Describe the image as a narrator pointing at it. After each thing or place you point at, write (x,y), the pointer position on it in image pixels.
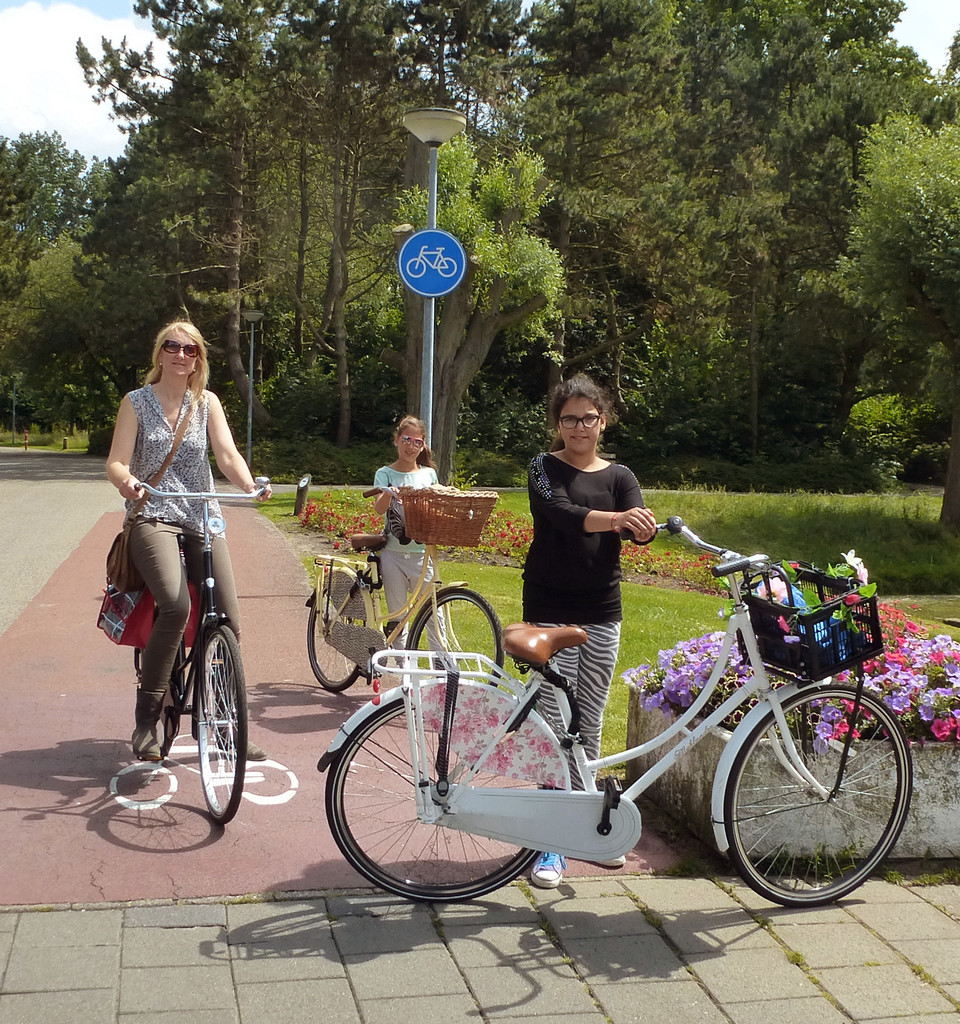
This picture shows that there are three girls (549,586) who are holding the cycle (446,617) and posing for a picture. They are on the sidewalk (162,945). At the background (320,402) there is a cycle symbol board (429,270), trees (303,206) and garden (675,583) which have flowers (682,650) in it. To the cycle (483,517) there is a basket (439,531) and bags (119,604) attached.
